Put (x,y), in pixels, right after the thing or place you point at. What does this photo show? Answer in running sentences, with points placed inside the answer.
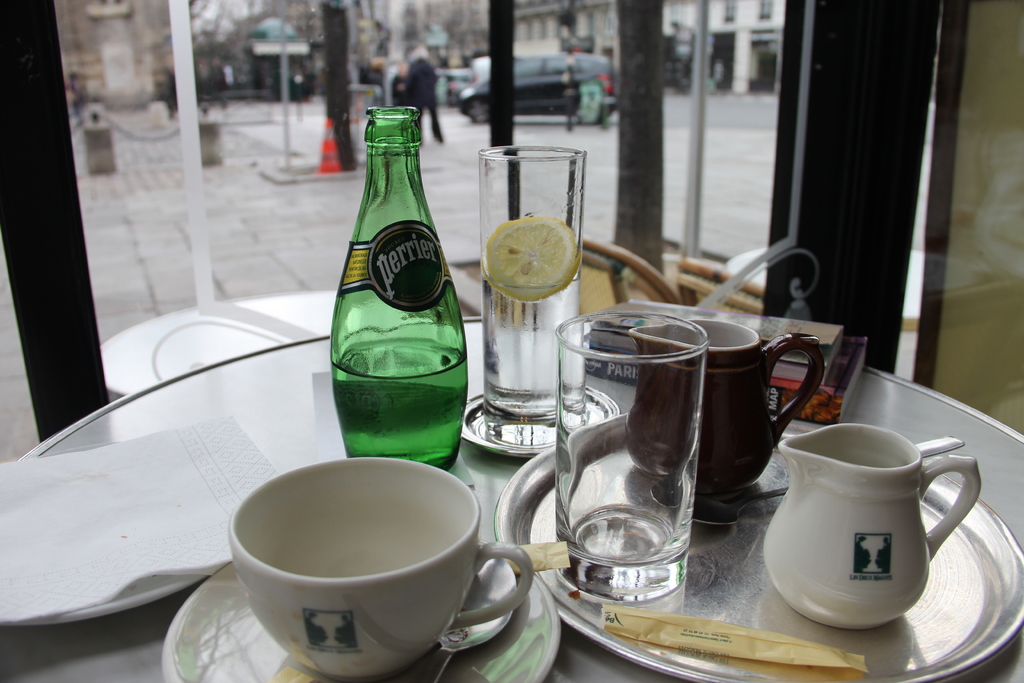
Here we can see a glass (592,447) and bottle (425,289) and plate (720,556) and some other objects (343,526) on the table (472,373), and in front here is the car (561,90) moving on the road (522,121).
